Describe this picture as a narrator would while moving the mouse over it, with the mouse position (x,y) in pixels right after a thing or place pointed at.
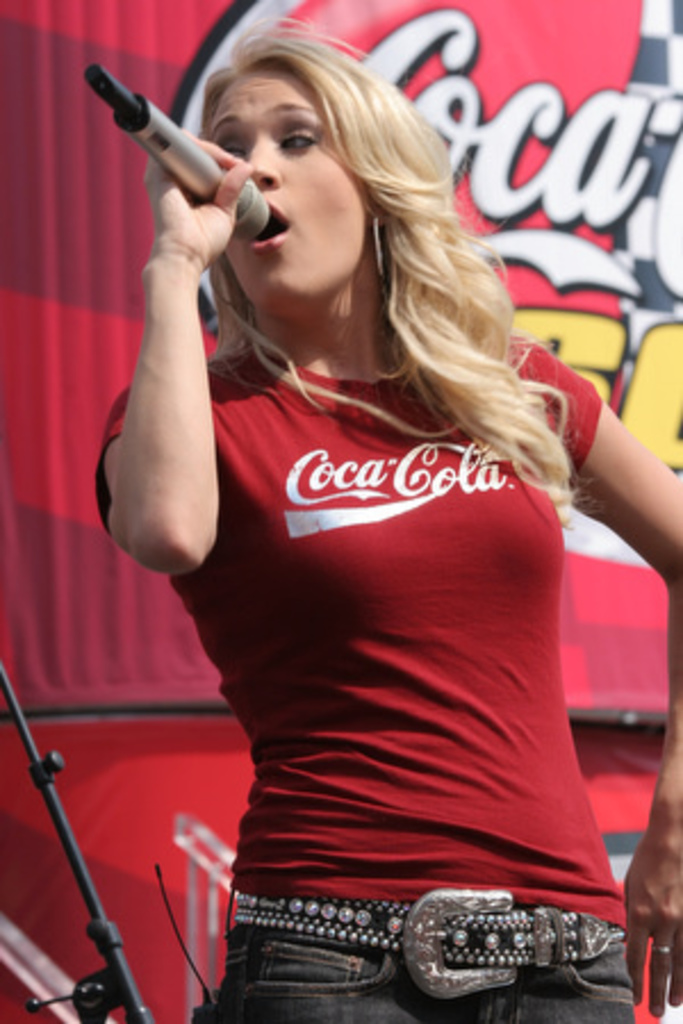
The woman (440,555) wearing red shirt (420,582) with Coca-Cola written on it is standing and singing in front of a mic (250,197), In background (149,42) there is red in color with something written on it.
